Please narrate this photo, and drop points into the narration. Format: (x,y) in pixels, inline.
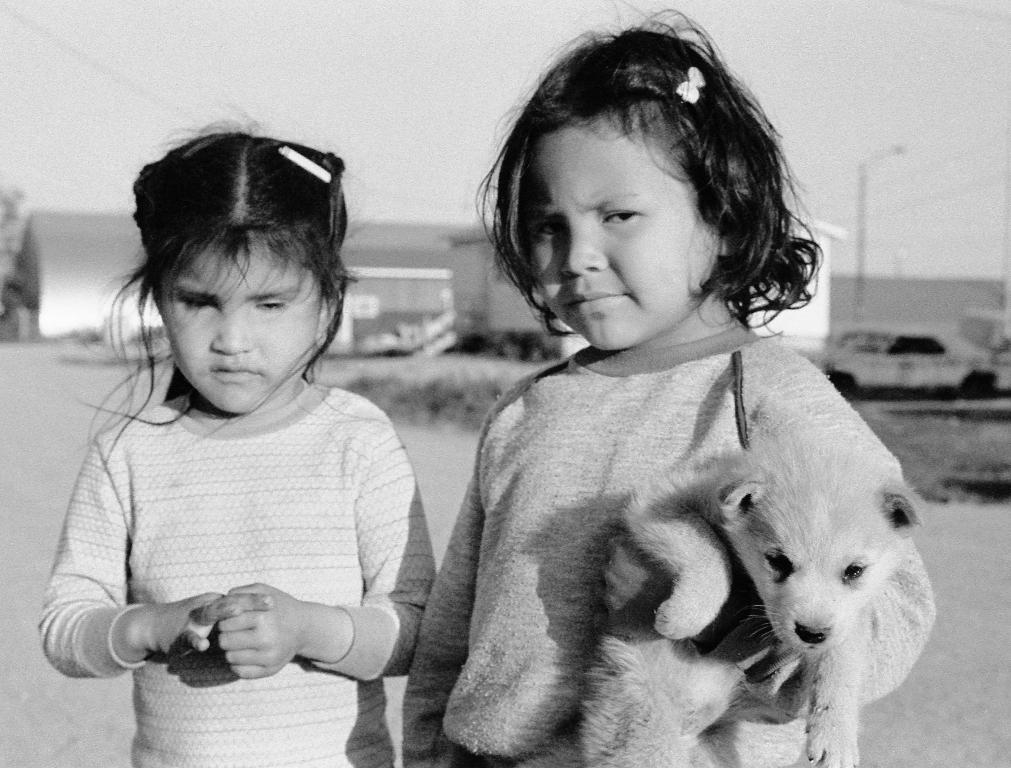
In this image we can see two girls (542,448) the right side of the girl (722,398) holding a dog (811,596) in her hands (744,633) in the background (856,402) we can find one car (878,359), tree (4,202) and few buildings (361,296).
